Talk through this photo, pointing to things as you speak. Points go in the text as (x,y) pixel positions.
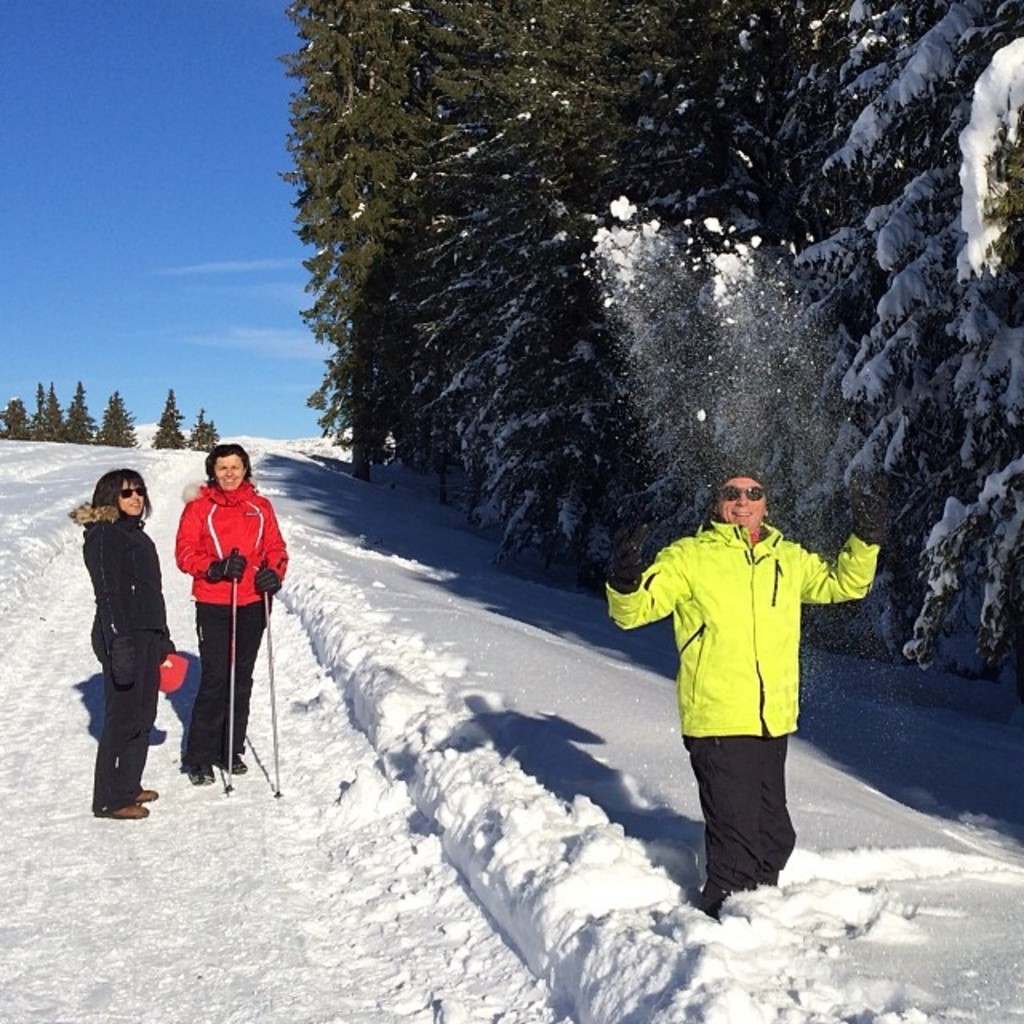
On the left side of the image (111,529) we can see two people (246,719) are standing and a person (261,604) is holding the sticks (232,652) and another person (126,719) is holding an object (185,664). On the right side of the image (740,831) we can see a man (766,729) is standing and wearing a jacket (737,606), gloves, trouser (754,748), goggles (736,497). In the background of the image (56,642) we can see the trees (952,183) and snow (285,924). In the top left corner (137,169) we can see the sky (62,65).
